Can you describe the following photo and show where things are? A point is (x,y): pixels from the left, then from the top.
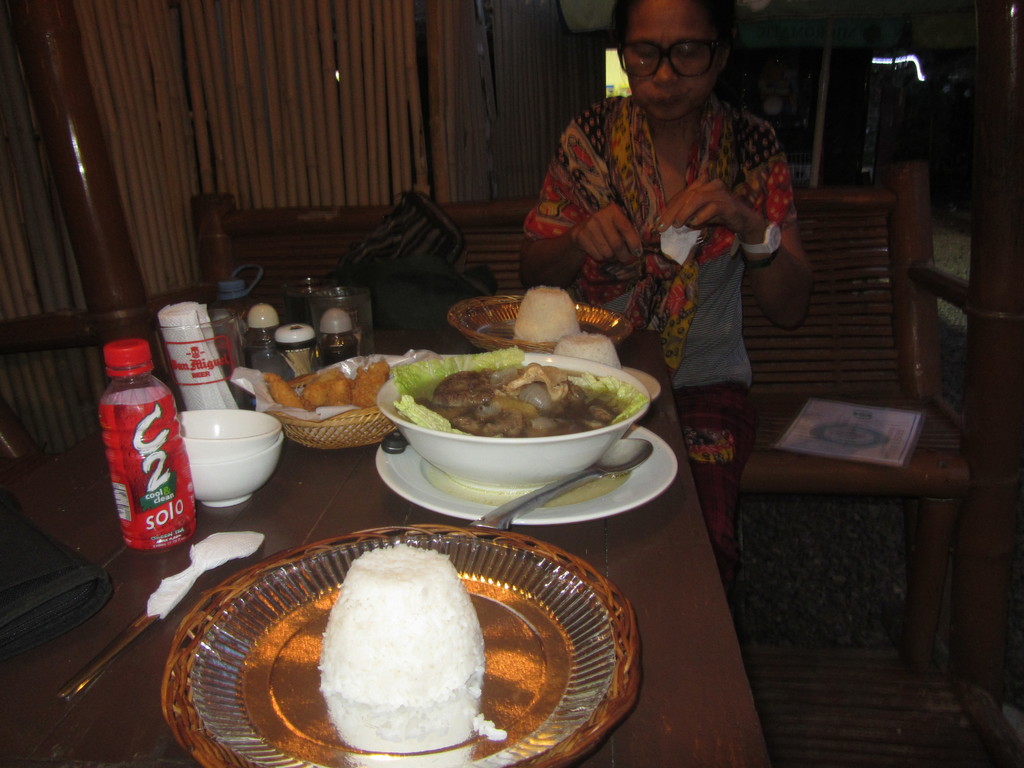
There is a table (710,640) in the foreground (332,532), on which there are bowls (252,481), plates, bottle (184,471), a bowl (489,446) contains food items (489,430) in it and other items (356,395) on the table (288,494), there is a lady (644,211) sitting at the top side (669,200) and there are bags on the bench (844,392), it seems like bamboo wall (512,66) and other objects (871,133) in the background area (840,107).
